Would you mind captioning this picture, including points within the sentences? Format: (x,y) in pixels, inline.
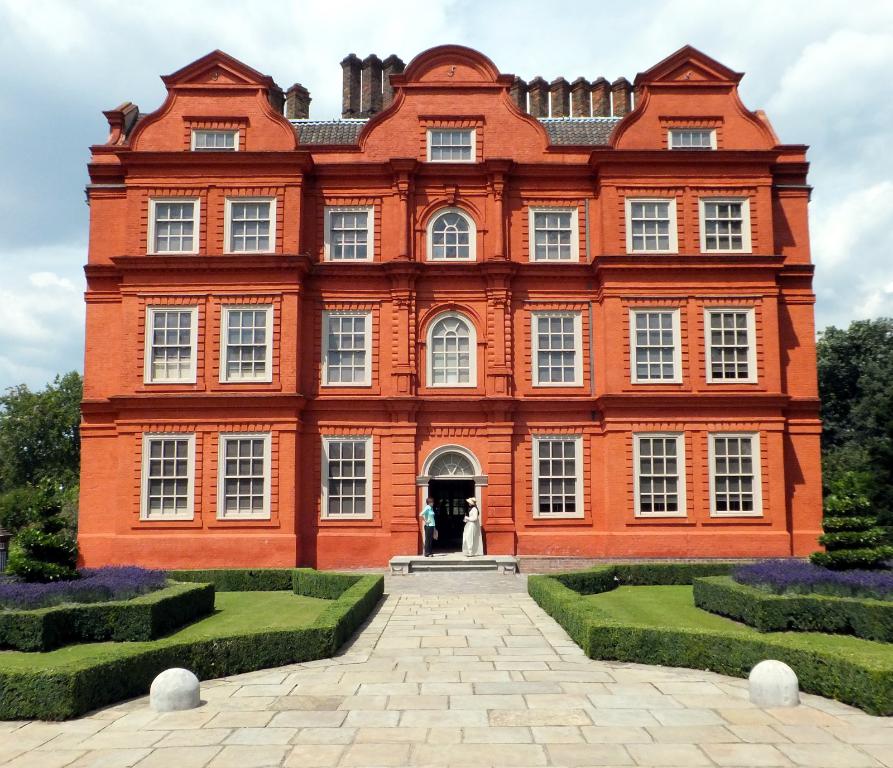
In the center of the image (419,456) there is a building (589,512). There are two people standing on the stairs (428,570). In front of the building (339,507) there are bushes (335,610), concrete structures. In the background of the image (846,351) there are trees (829,353). At the top of the image (726,24) there are clouds (719,33) in the sky (846,76).
